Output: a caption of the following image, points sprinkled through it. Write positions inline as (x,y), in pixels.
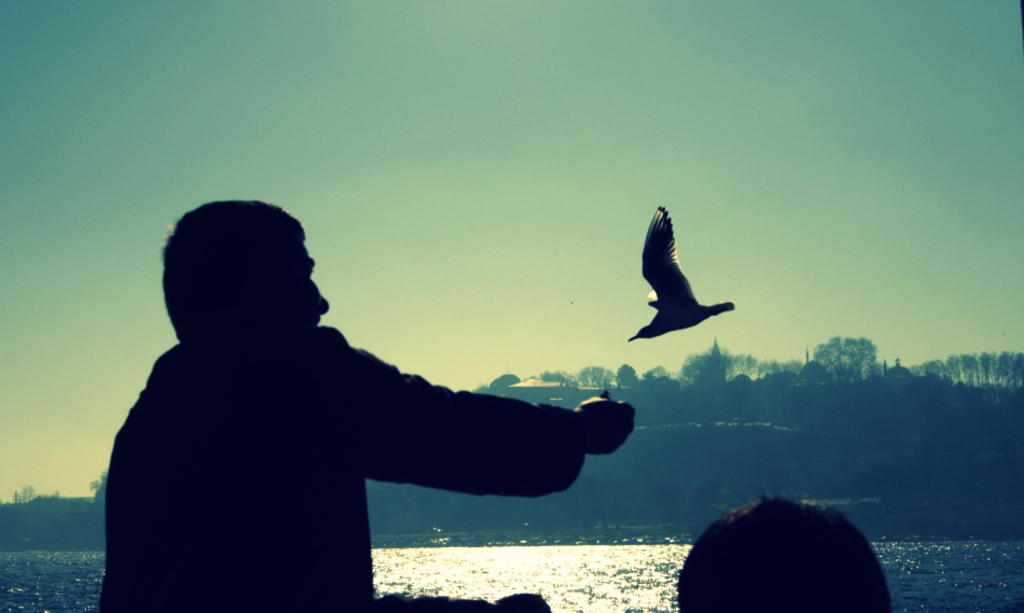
In this image in the foreground (333,448) there are two persons (460,480) and in the background (936,412) there are some trees (702,413) and houses (516,393) and there is one bird (663,287) in air, on the top of the image (697,179) there is sky (819,179).
